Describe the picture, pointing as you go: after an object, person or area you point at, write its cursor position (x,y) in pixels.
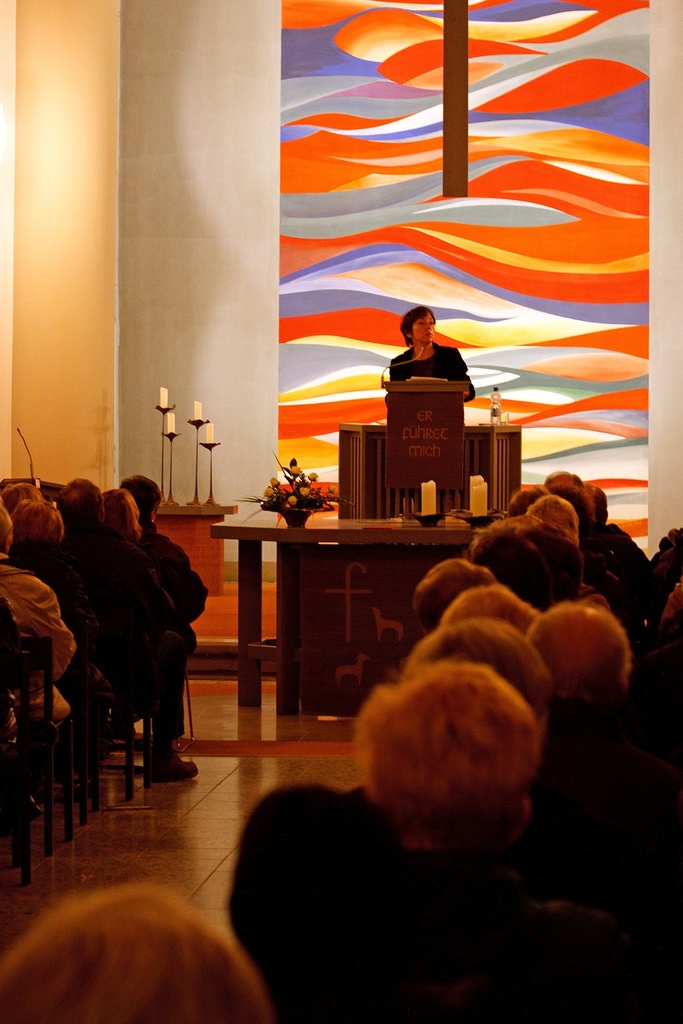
It looks like a church (230,839). People (279,805) are sitting on the chairs (134,712) and a person (430,359) is standing near the podium (423,420) and speaking on a microphone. Behind that there is an artwork (506,262). Left side of an image (176,221) there is a wall (196,135).
